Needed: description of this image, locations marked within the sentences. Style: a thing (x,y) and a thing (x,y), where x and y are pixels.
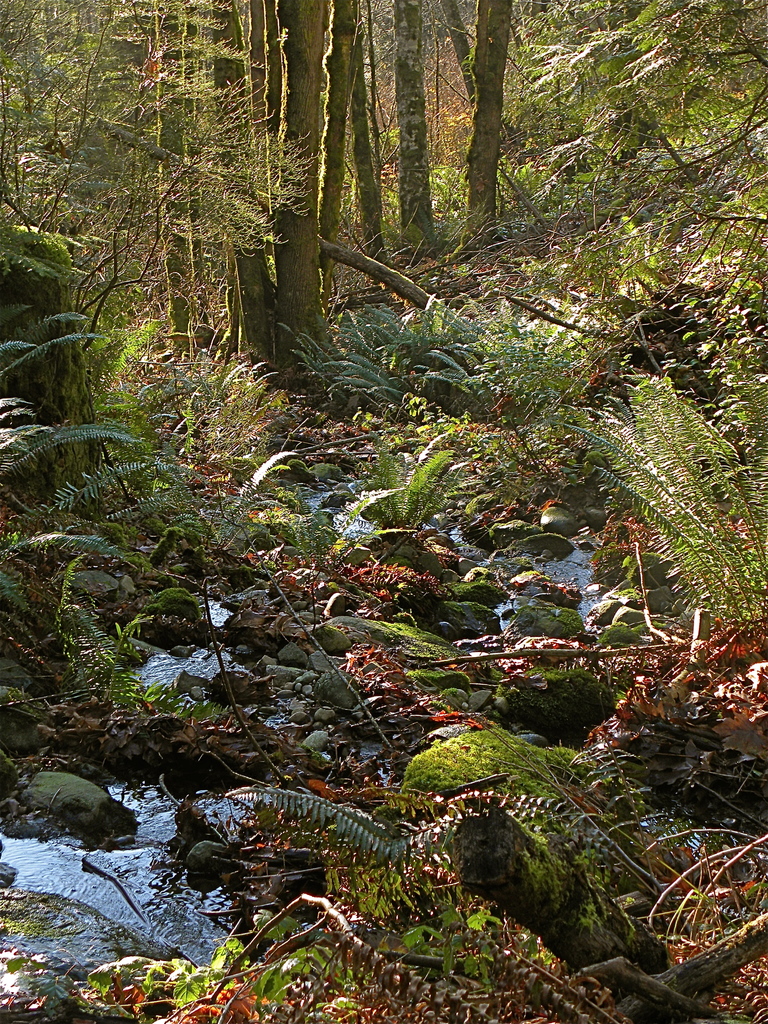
In this picture I can see water (70,877). I can see the stones (295,653). I can see plants (181,711) on the left (15,464) and right side (716,338). I can see trees (328,101) in the background (395,92).
